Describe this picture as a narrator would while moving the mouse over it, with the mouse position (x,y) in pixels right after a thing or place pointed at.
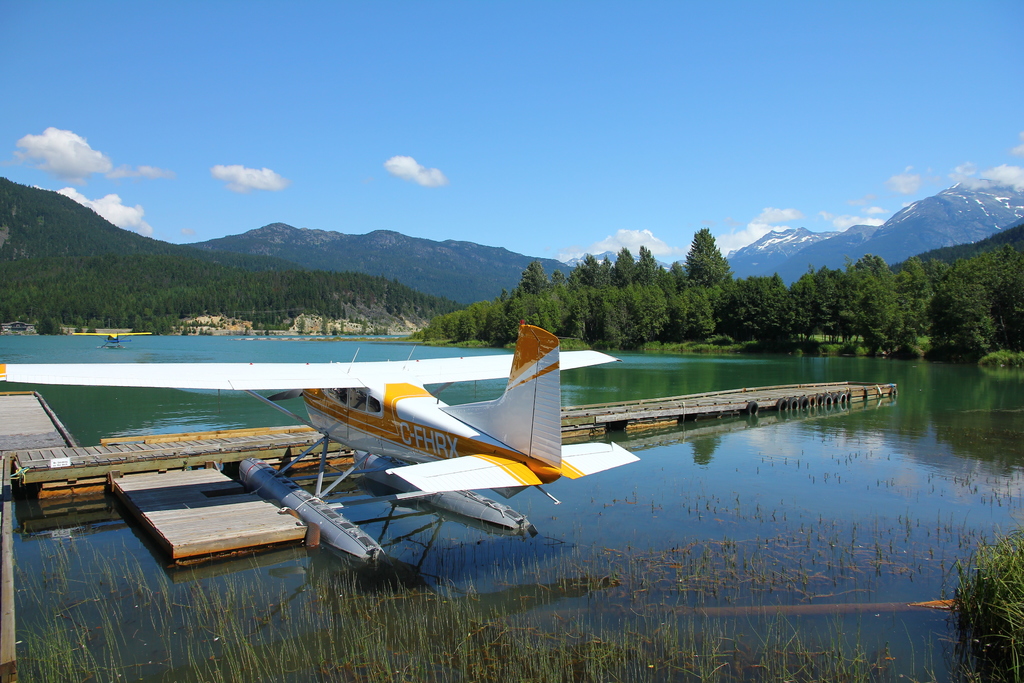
In this image I can see a white color seaplane (441,483) on the water (485,610). At the bottom of the image (317,658) I can see the grass (307,671) in the water (678,644). In the background (668,310) there are some trees (649,304) and hills (407,246). On the top of the image (493,77) I can see the sky (196,97) and clouds (74,149).
